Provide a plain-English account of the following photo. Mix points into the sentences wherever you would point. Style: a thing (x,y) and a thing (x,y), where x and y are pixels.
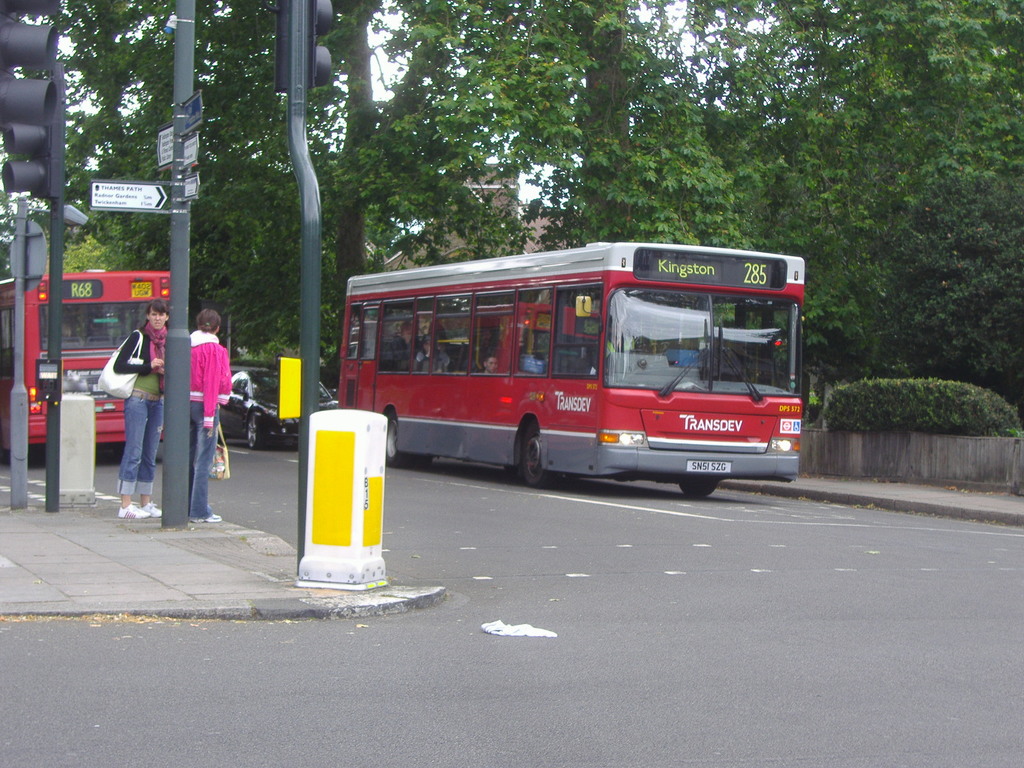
In this image there are two red color buses (477,395) on the road (723,531), two persons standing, plants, direction boards (191,184) and signal lights (19,143) attached to the poles (187,73), trees (252,64), building (500,171), sky (662,43).
